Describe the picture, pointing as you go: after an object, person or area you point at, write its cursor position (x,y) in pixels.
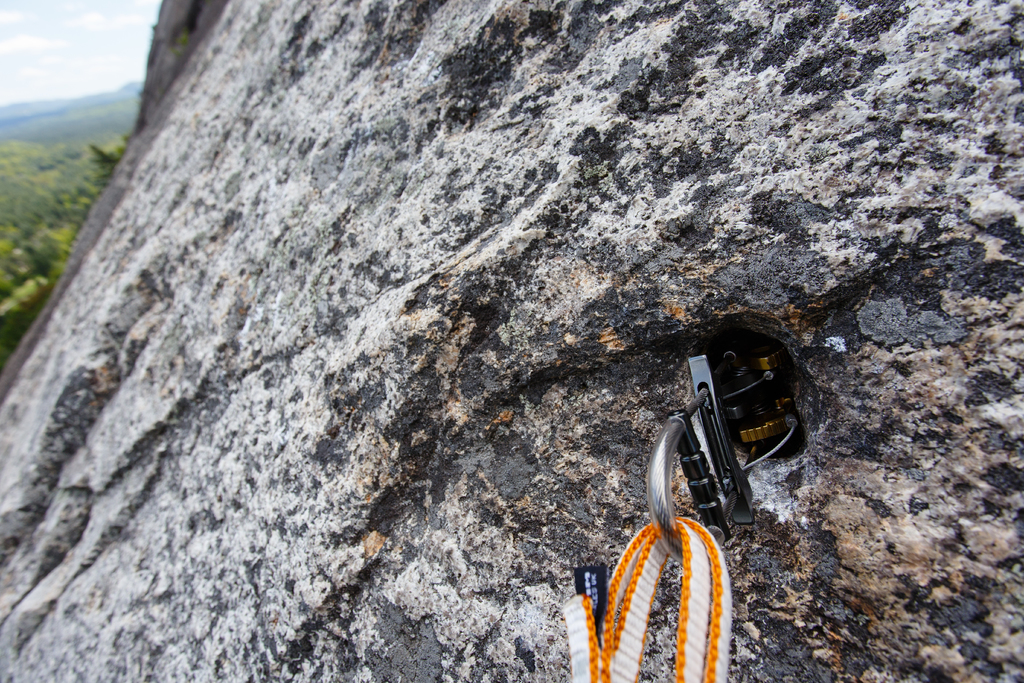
In this image I see the rock (540,345) which is of white and black in color and I see a metal thing (778,421) over here and I see the rope (700,559) which is white and orange in color. In the background (61,47) I see the trees (3,200), mountains (72,127) and the sky (109,61).
